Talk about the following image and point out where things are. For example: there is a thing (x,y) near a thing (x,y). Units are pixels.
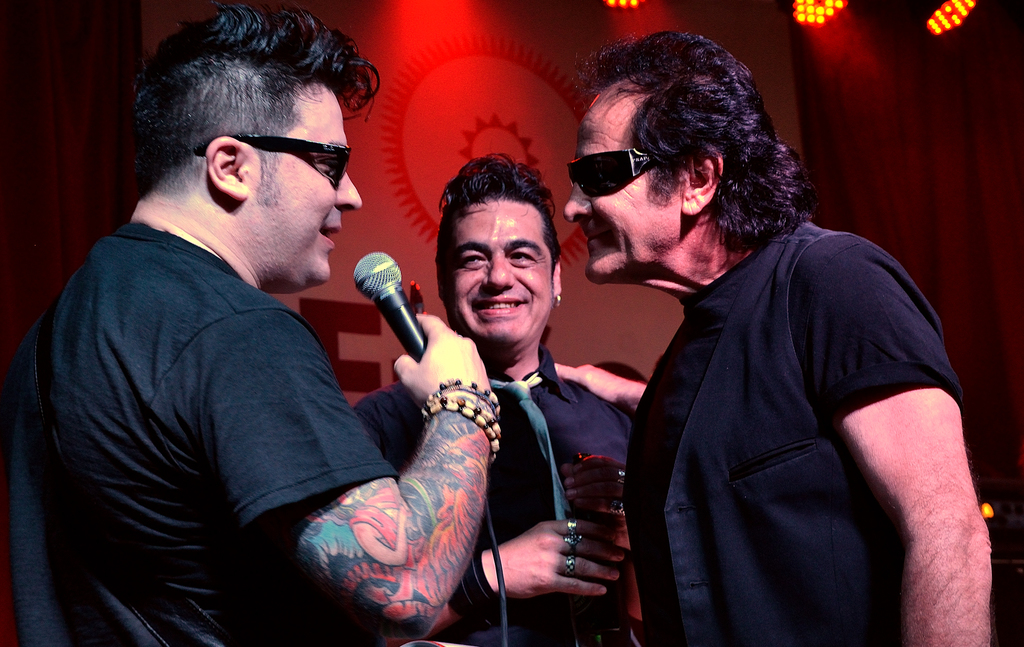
In this image there are 3 persons (516,296) standing and smiling, and in the back ground (483,65) there is hoarding (553,54) and focus lights (624,1).
